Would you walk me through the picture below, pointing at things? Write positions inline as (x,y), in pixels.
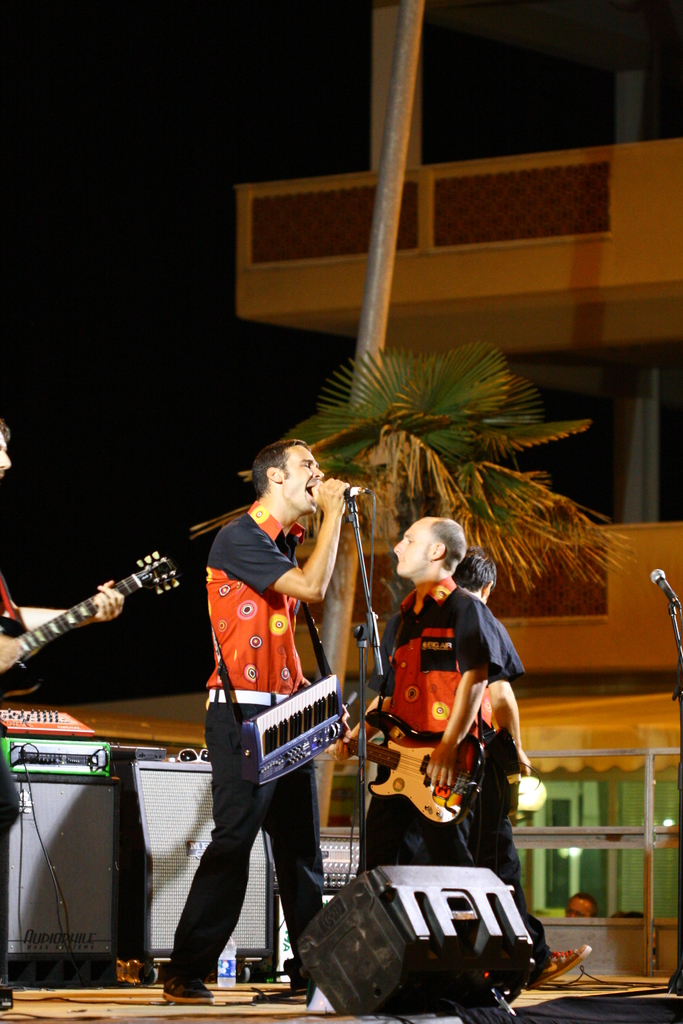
In this picture we can see a person (228,798) singing, he is wearing some musical instrument (257,752). Beside him there is a man (429,834) who is playing guitar (412,728). On the left (31,649) we have another person (41,617) holding musical instrument (142,582). It seems like stage (143,1006) and here we can see a pole (388,284) and in background (656,612) we have building (627,601).
